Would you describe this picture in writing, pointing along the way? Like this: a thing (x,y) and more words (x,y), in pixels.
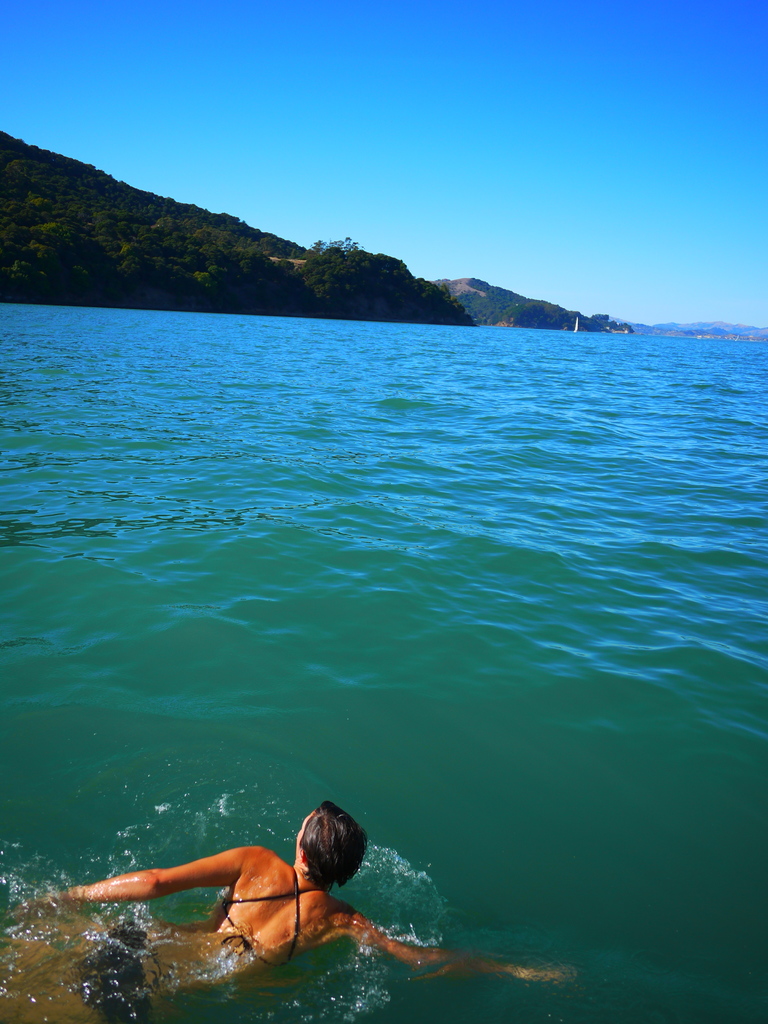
In this image I can see there is a person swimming in the water (463,524). And there are mountains (273,251) and trees (377,265). At the top (530,100) there is a sky (537,100).
